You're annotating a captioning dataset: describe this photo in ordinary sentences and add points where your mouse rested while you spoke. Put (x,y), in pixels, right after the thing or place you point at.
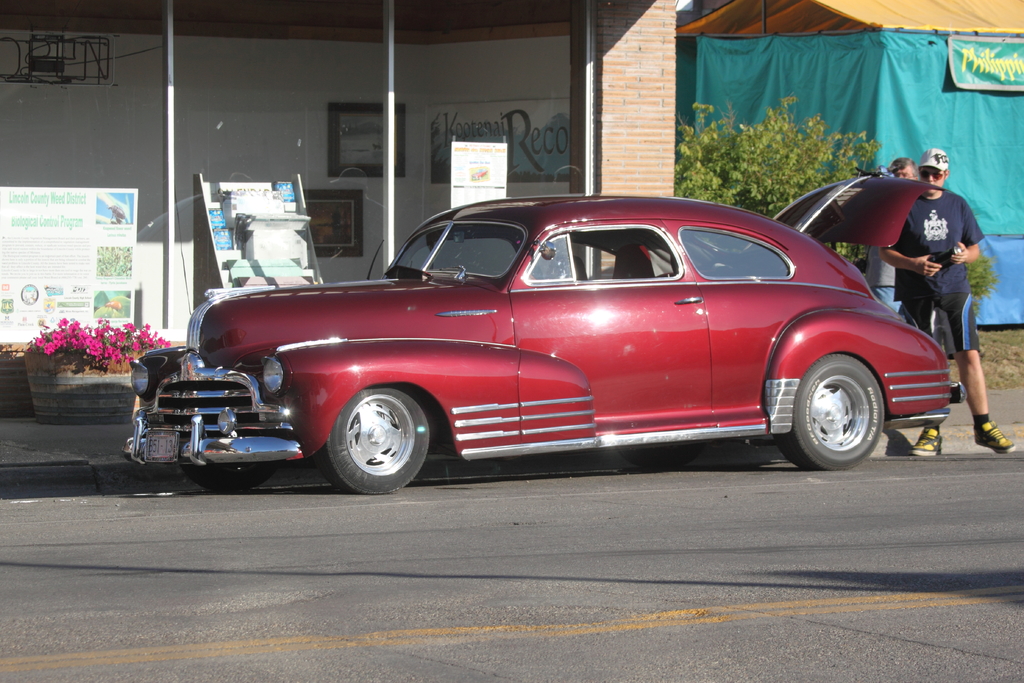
In the image there is a car (577,256) and two people (875,289) were standing behind the car (849,220), in the background (46,247) there is a store (316,223) and there are some posters (116,210) attached to the doors (414,157) of the store (443,134). On the right side (766,26) there is a tent (810,7) and a tree (788,183).
